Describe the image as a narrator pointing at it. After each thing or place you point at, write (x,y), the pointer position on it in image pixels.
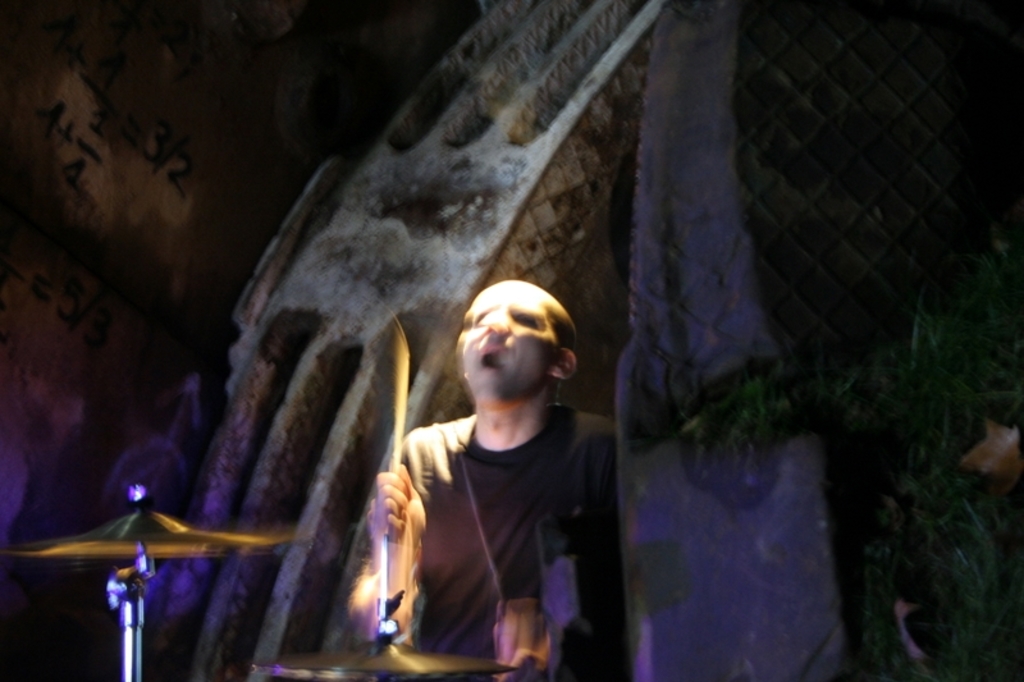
In this picture we can see a person (409,553) holding a stick (402,362) in his hand (409,553). There are a few musical instruments (420,657). We can see a plant (983,330) on the right side (1014,364). There are numbers (46,299) visible on a wooden surface (279,135).
